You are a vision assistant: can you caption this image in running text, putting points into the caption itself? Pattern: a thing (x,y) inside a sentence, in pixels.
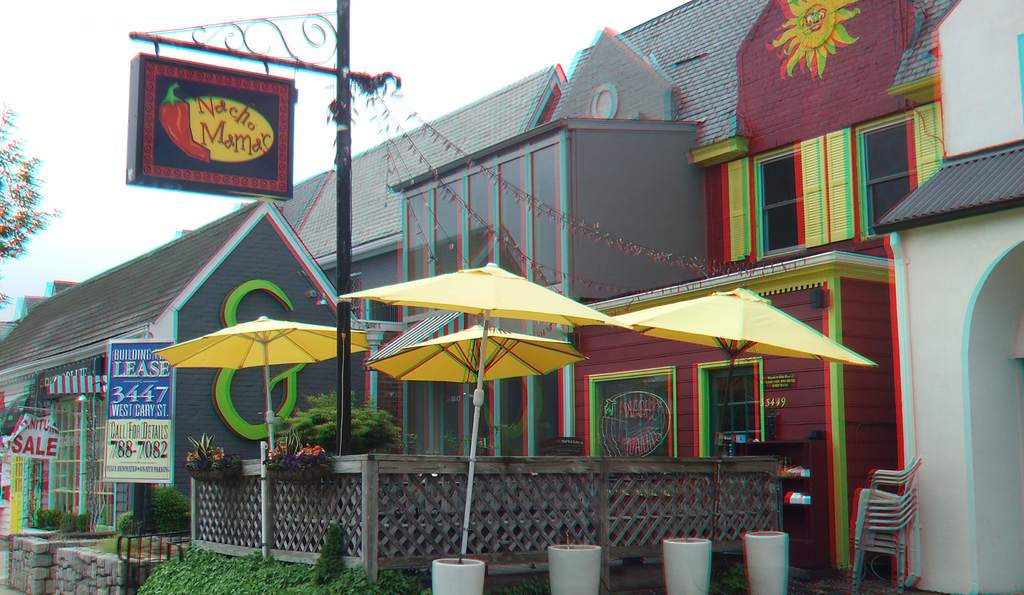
In this image we can see yellow color umbrellas (577,360), chairs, wooden fence (248,547), boards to the pole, lights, houses (280,365), trees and the sky (573,48) in the background (387,33).
